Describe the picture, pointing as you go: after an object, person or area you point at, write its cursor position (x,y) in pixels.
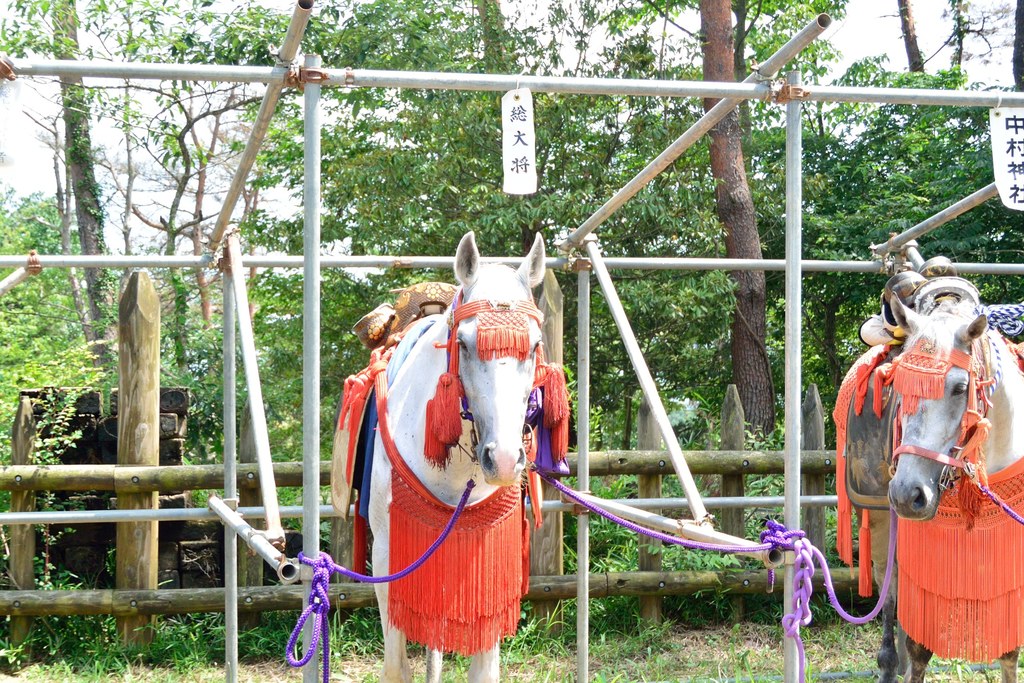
In this picture we can see two horses (519,376), rods (275,524), ropes (797,554), wooden sticks (740,453), grass (779,645), trees (426,189), some objects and in the background (361,118) we can see the sky (937,30).
